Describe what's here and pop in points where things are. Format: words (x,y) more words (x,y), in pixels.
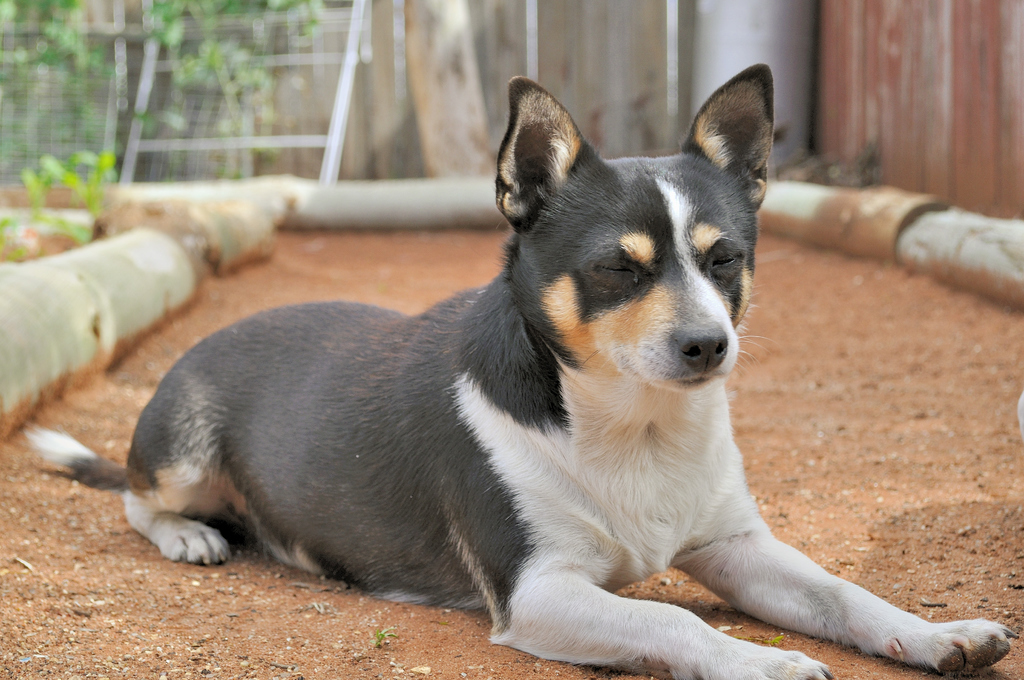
In this image in the center (477,350) there is an animal (395,440). In the background (388,160) there are plants (206,79) and there is fence (507,67) and there are pipes (180,258).
